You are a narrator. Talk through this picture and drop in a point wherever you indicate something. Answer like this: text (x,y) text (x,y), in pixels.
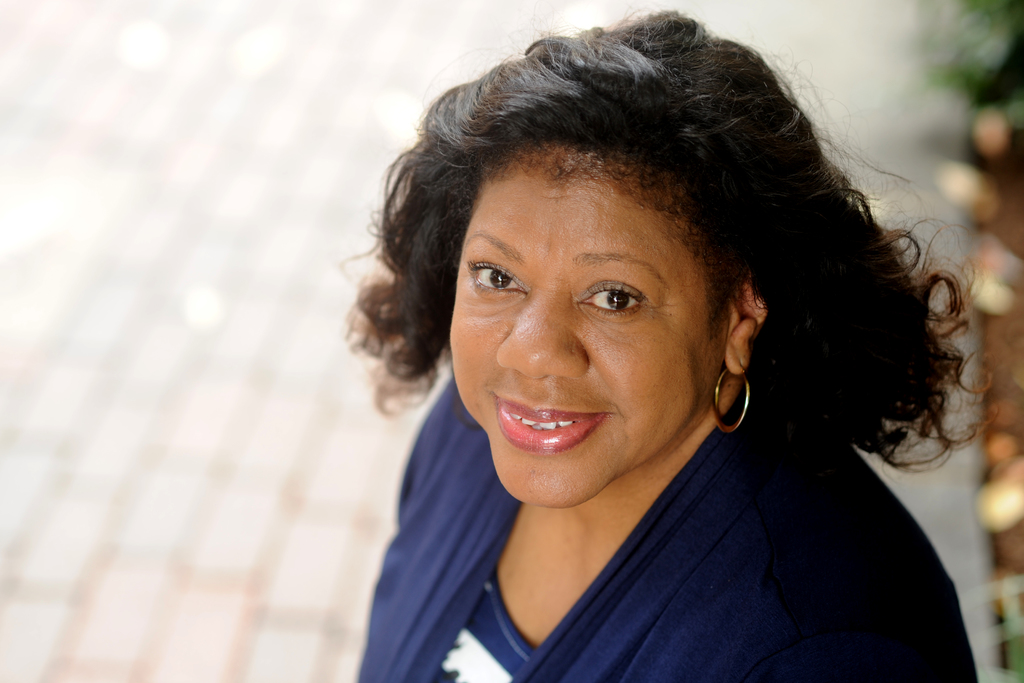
In this image I can see the person (504,577) and the person (680,557) is wearing blue color dress (596,594) and I can see the white color background (796,18).
